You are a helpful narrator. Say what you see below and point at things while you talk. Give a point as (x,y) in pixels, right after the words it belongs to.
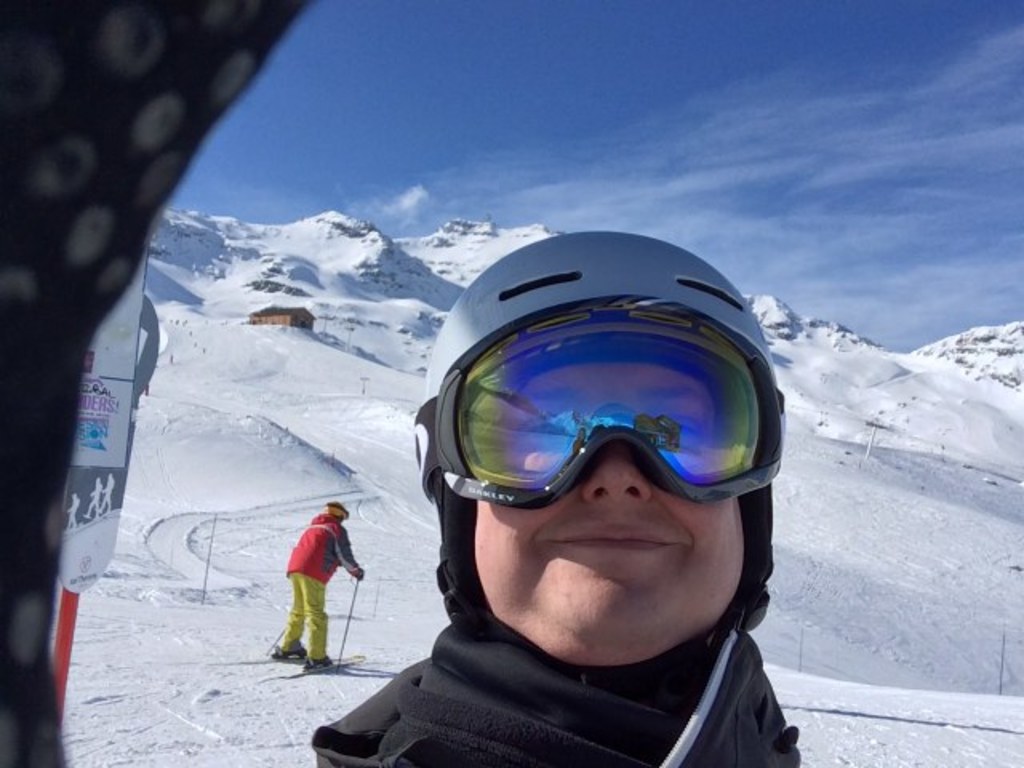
In this image we can see a person (723,506) wearing glasses (655,409) on his face (557,434) is standing. In the background (390,335) we can see mountains (906,479) with ice (851,519), a person (319,650) standing on skis (307,668) and clouds (795,115).
